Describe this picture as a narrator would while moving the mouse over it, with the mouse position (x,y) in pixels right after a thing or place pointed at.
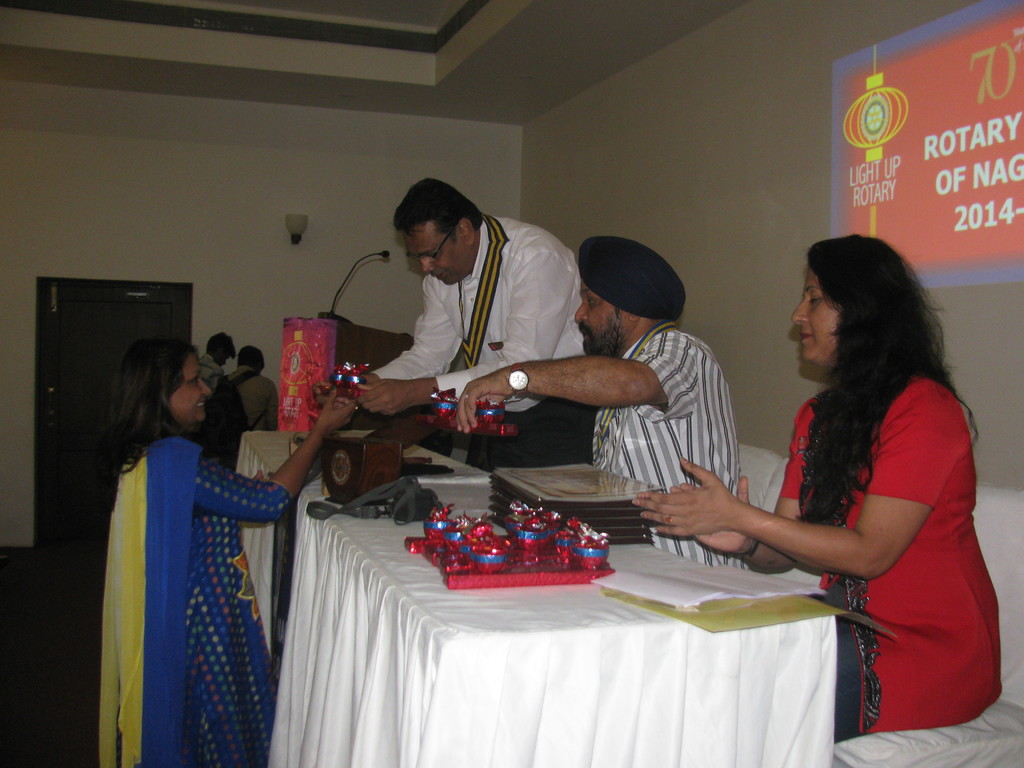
in a room (382,482) there are many people (225,555) in which two people (717,498) are sitting and two people (115,628) are standing with table (565,663) in front of them.
